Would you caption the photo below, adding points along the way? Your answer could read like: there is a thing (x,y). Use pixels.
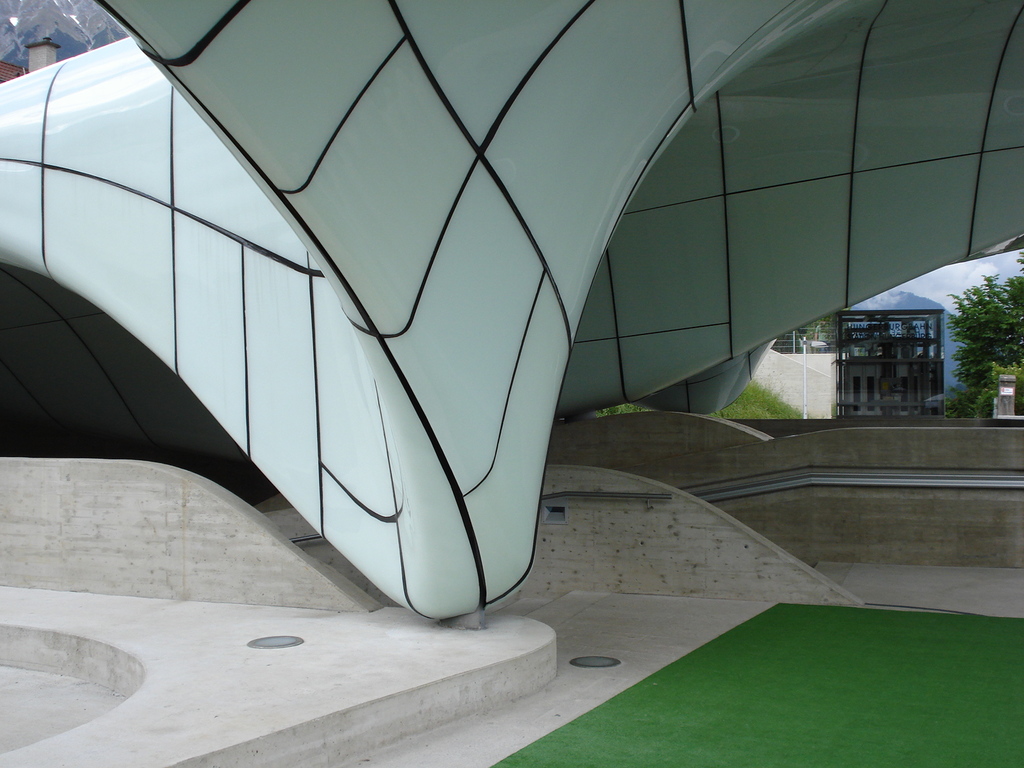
In this image there is the sky (949,280), there is a building (894,335), there is a tree (1005,303) truncated towards the right of the image (989,313), there is the wall (999,423), there is a pole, there is grass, there is an object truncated towards the right of the image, there is an object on the ground (415,641), there is grass (629,693) truncated towards the bottom of the image (808,733), there is a building (55,49) truncated towards the left of the image (40,58).
